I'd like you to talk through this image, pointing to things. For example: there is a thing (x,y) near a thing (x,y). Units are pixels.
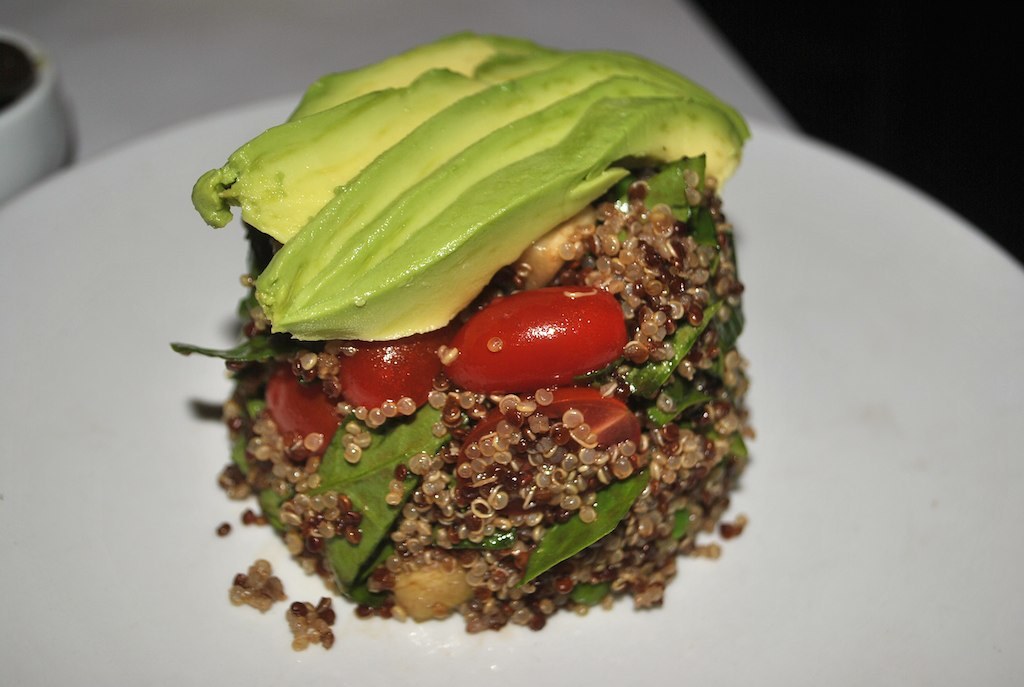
In this picture we can see food (481,458) in the plate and we can see dark background (897,59).
